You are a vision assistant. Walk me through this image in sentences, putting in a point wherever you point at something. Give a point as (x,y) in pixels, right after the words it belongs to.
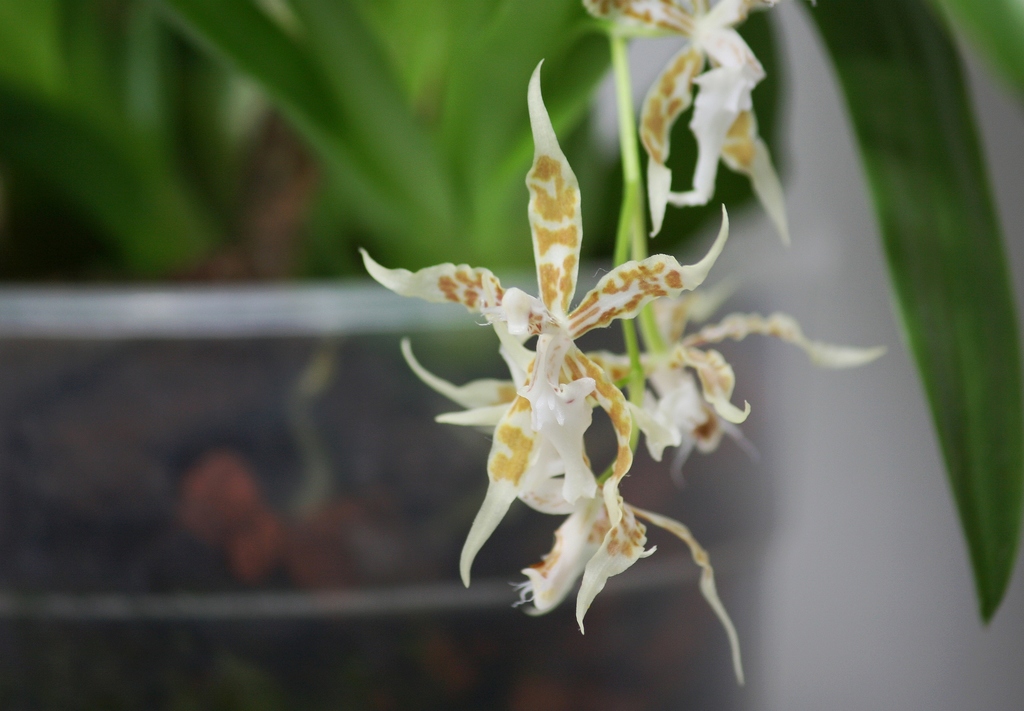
In the foreground of the picture (496,313) we can see flowers (650,262) and stem (633,330). In the background (326,187) there is greenery (286,113).
